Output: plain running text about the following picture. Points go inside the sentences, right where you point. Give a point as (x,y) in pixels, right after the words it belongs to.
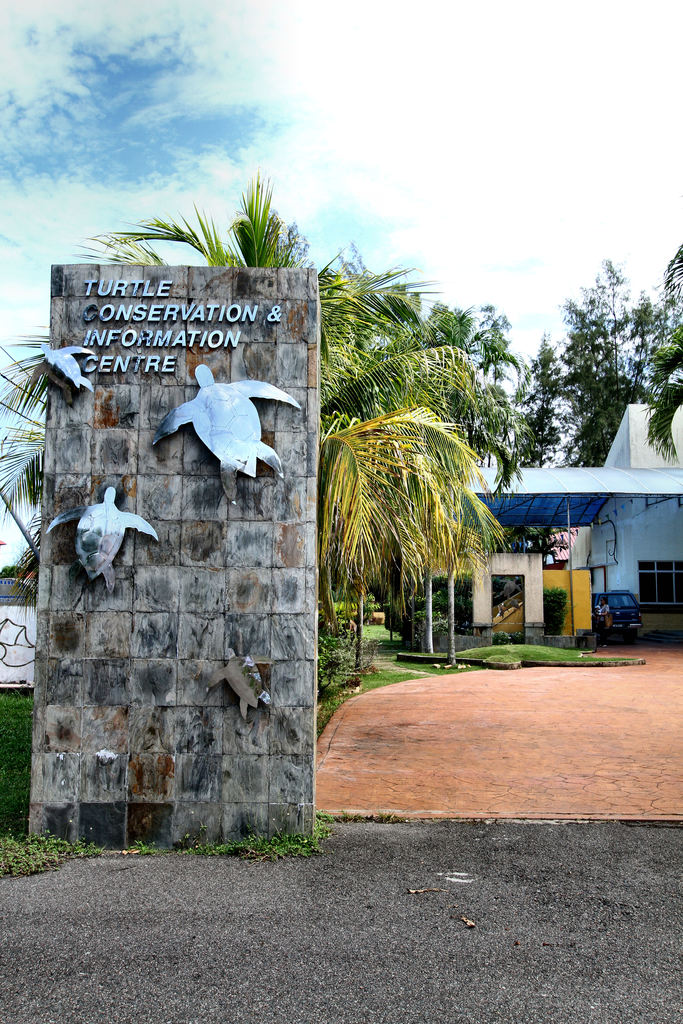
As we can see in the image there are trees (512,414), buildings (651,472), plants (351,674), grass (475,655), sky (347,8) and clouds (115,25).
